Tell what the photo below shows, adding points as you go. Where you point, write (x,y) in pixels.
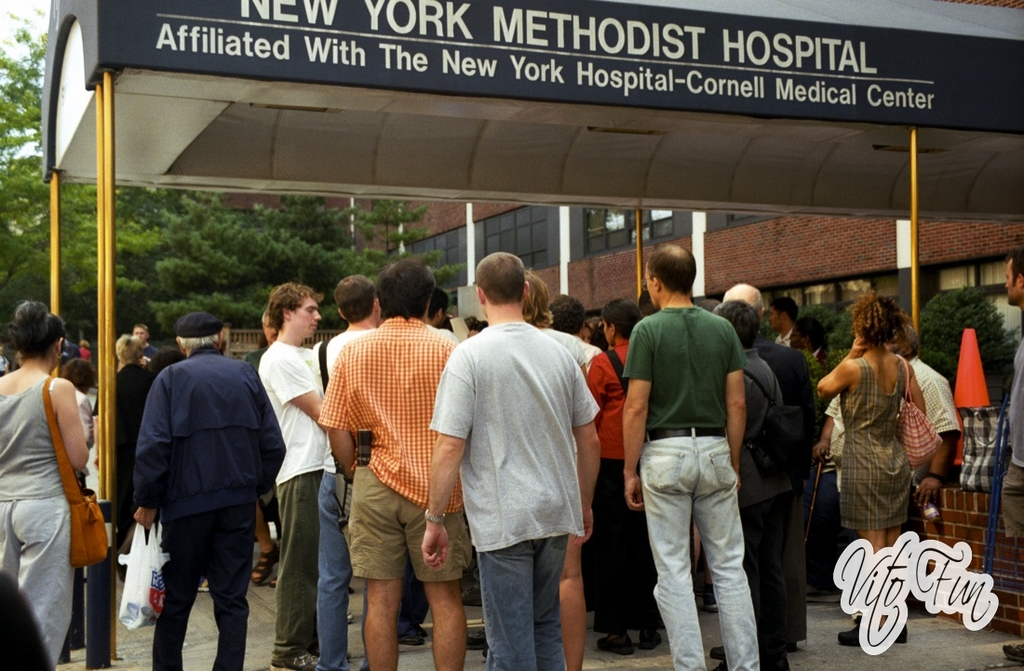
In this image, we can see people (884,346) standing under the shelter (312,53). There is a divider cone (959,383) on the right side of the image (961,393). There are some trees (204,252) in front of the building (434,230).
